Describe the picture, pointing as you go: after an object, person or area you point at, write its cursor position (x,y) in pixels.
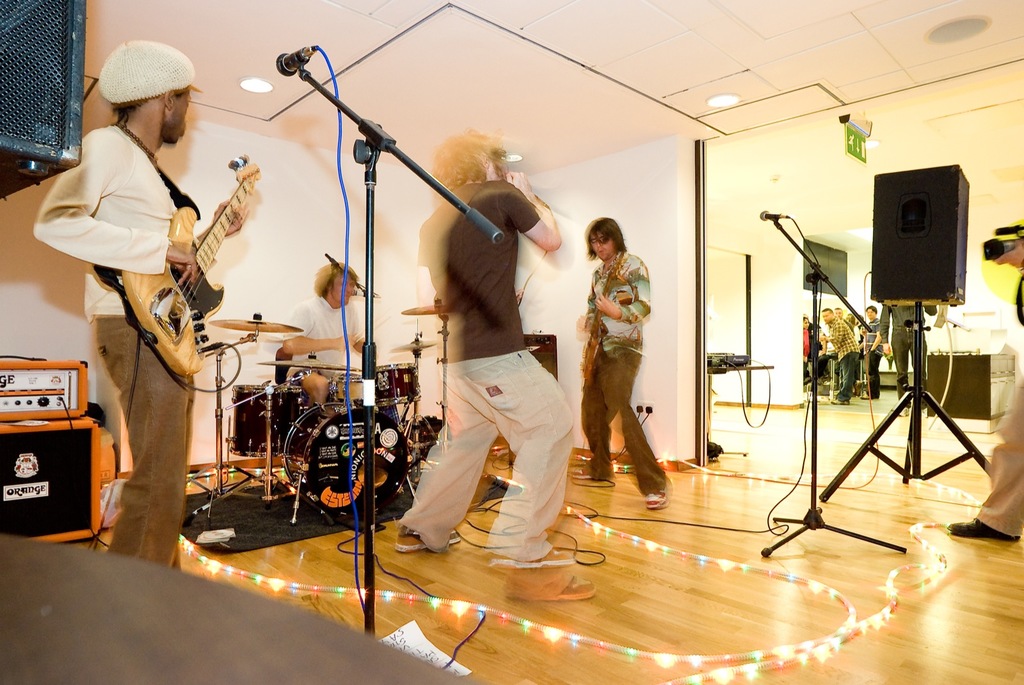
In this image there are three persons (108,209) who are standing on the left side (133,270) the person (108,170) who is standing and he is holding a guitar (201,277), in front of him there is one mike (285,56). In the center (484,343) there is one person (500,394) who is standing and he is holding a mike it seems that he is singing beside him there is one person (600,355) who is standing and he is holding a guitar (592,323) and in the center (350,289) there is one man (311,352) who is sitting. In front of him there are some drums (353,404). On the top (431,41) there is ceiling (352,51) and some lights (254,86) are there and on the right side (913,262) there is one speaker (894,242) and one mike (776,215) and a group of people (859,333) are there and on the floor (812,614) there are some lights (821,587).
